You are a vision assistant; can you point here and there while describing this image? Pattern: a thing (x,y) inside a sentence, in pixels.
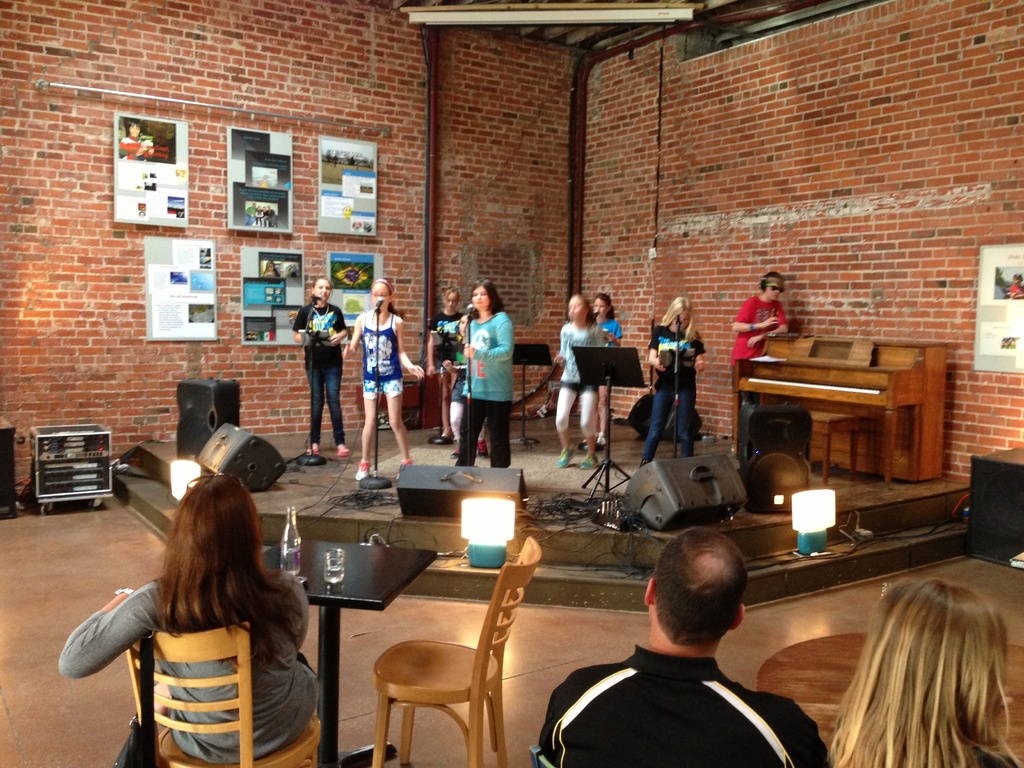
In this picture we can see a group of people (749,335) here in front (211,580) woman (281,615) is sitting on chair (212,633) and in front of her table (383,571) and on table (369,565) we can see bottle (290,535) and glass (342,561) and here the people (671,337) are singing holding mic (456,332) in their hands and they are standing on stage (633,434) and in the background (216,373) we can see wall (710,114), frames (372,184) on that wall (377,216), pipes (434,191), on stage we have speakers (215,400).
